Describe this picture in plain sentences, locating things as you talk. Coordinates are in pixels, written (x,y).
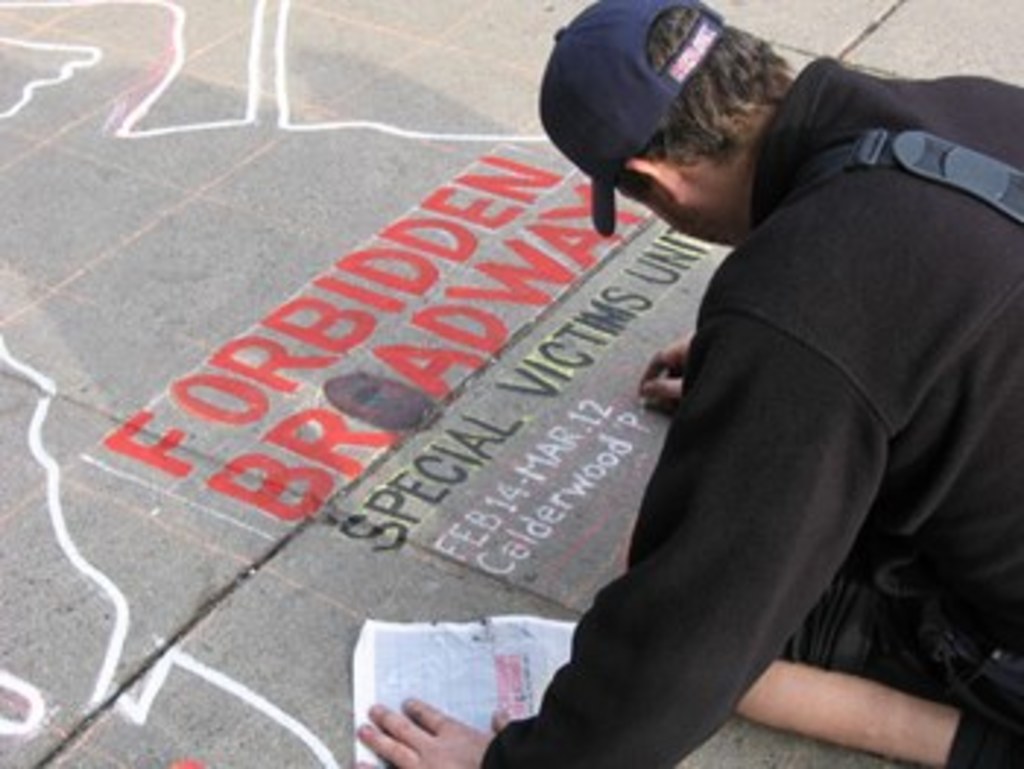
In this picture we can see a man (722,221) with a cap (638,143) and he is writing something on the ground (512,470). On the ground (576,529), there is a paper (465,673) and an object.
